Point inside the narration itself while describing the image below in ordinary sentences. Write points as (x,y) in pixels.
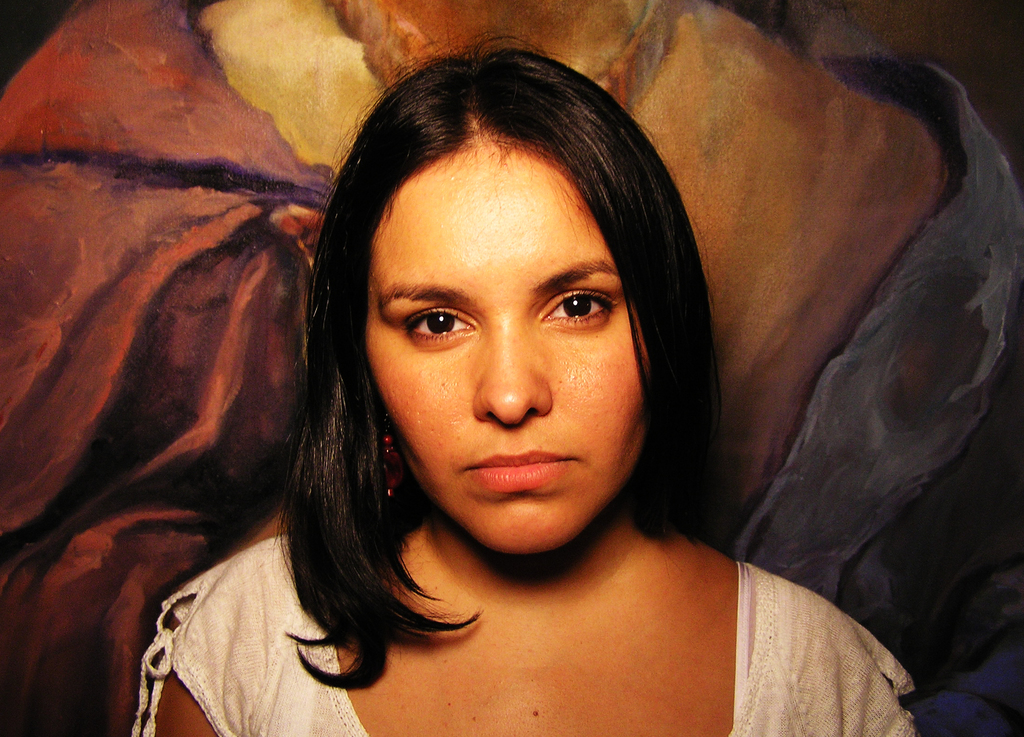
In this image there is a woman (526,609). Behind her there is a painting (235,92).
